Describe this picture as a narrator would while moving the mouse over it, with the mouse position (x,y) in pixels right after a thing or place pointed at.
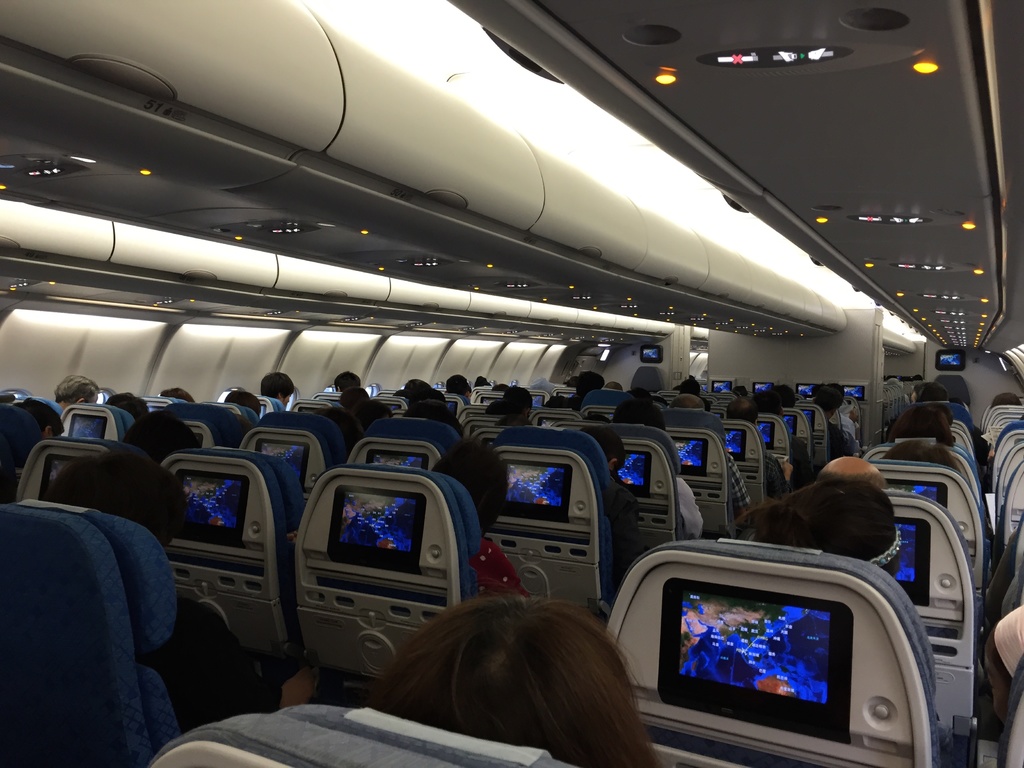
In this image I can see number of people (853,423) are sitting on chairs (749,747). On every chairs back side (11,420) I can see a screen (836,609). On the top of this image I can see number of lights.
